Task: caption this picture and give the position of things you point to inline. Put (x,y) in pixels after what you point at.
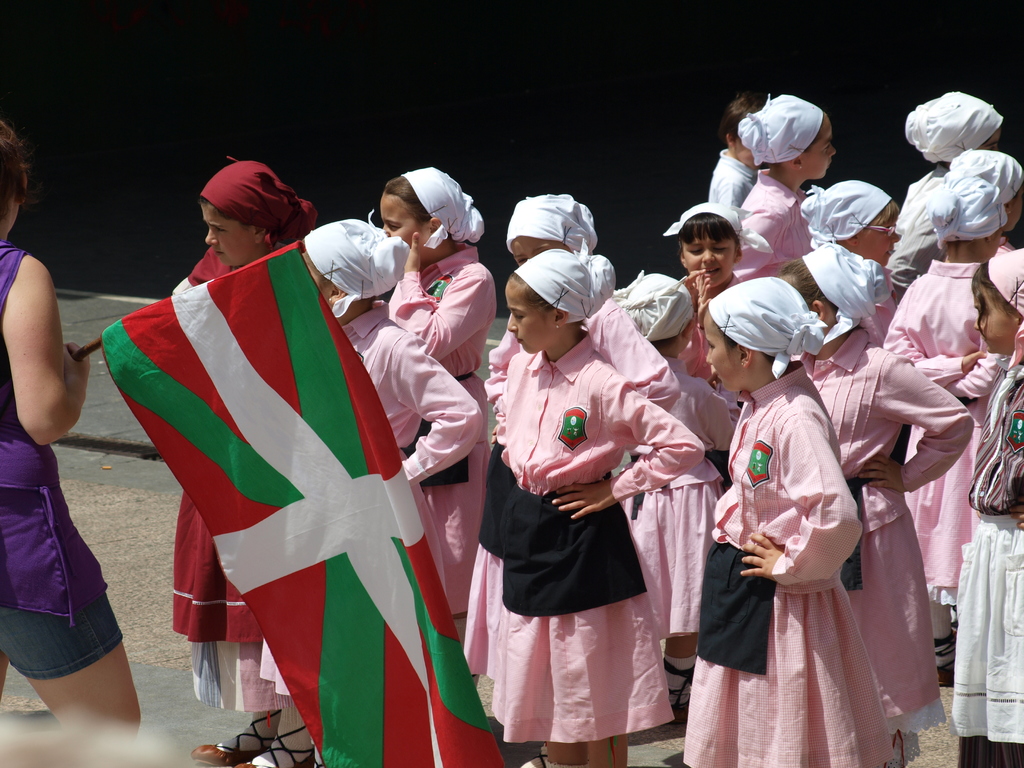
In the picture, there are group of girls (660,359) standing in an area (108,316) they are wearing pink uniform (642,424) and a white cloth (558,280) tied to their heads (773,291), in the front there is a person (60,350) holding a flag (121,333) in her hand (65,376) and she is wearing a purple top (54,565) and in the background (435,84) there is a black cloth (239,91).
